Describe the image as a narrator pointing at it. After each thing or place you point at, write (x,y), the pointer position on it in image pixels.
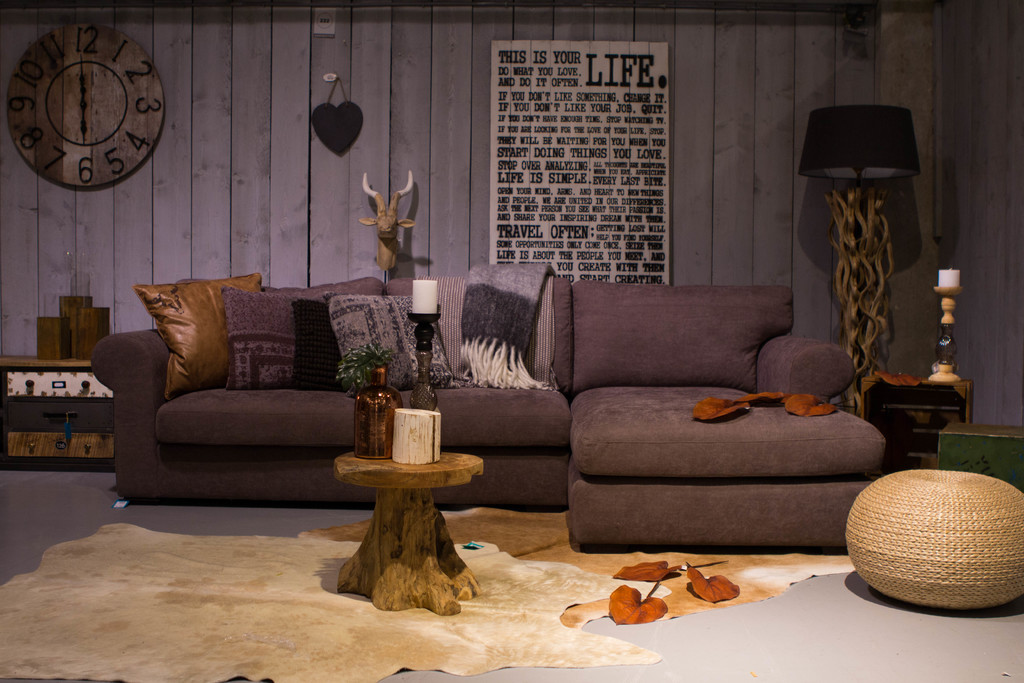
This is an image clicked inside the room (574,465). In this I can see a sofa (624,404) in the middle of the room (561,401). In the background (484,189) there is a wall (239,124), one clock (146,121) and one banner (526,119) is fixed to the wall (674,163). On the right (911,409) and left side of the image (66,400) there are some small tables (961,409). Beside the table (916,418) there is a lamp (854,162).
